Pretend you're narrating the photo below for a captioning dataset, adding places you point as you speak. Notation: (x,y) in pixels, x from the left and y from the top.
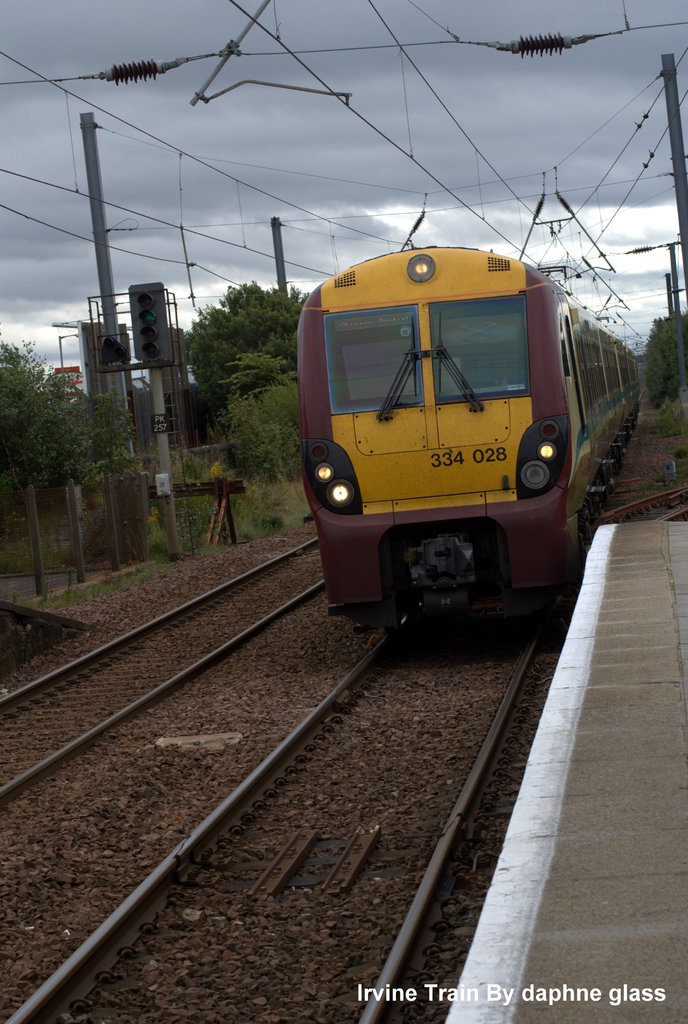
In this image there is a train (354,493) on the railway track (253,791). On the right side of the image (597,906) there is a platform (667,867). In the background of the image (244,355) there are traffic lights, current poles (684,412) with cables (78,194), trees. At the top of the image (325,148) there is sky (423,53). There is some text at the bottom of the image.
